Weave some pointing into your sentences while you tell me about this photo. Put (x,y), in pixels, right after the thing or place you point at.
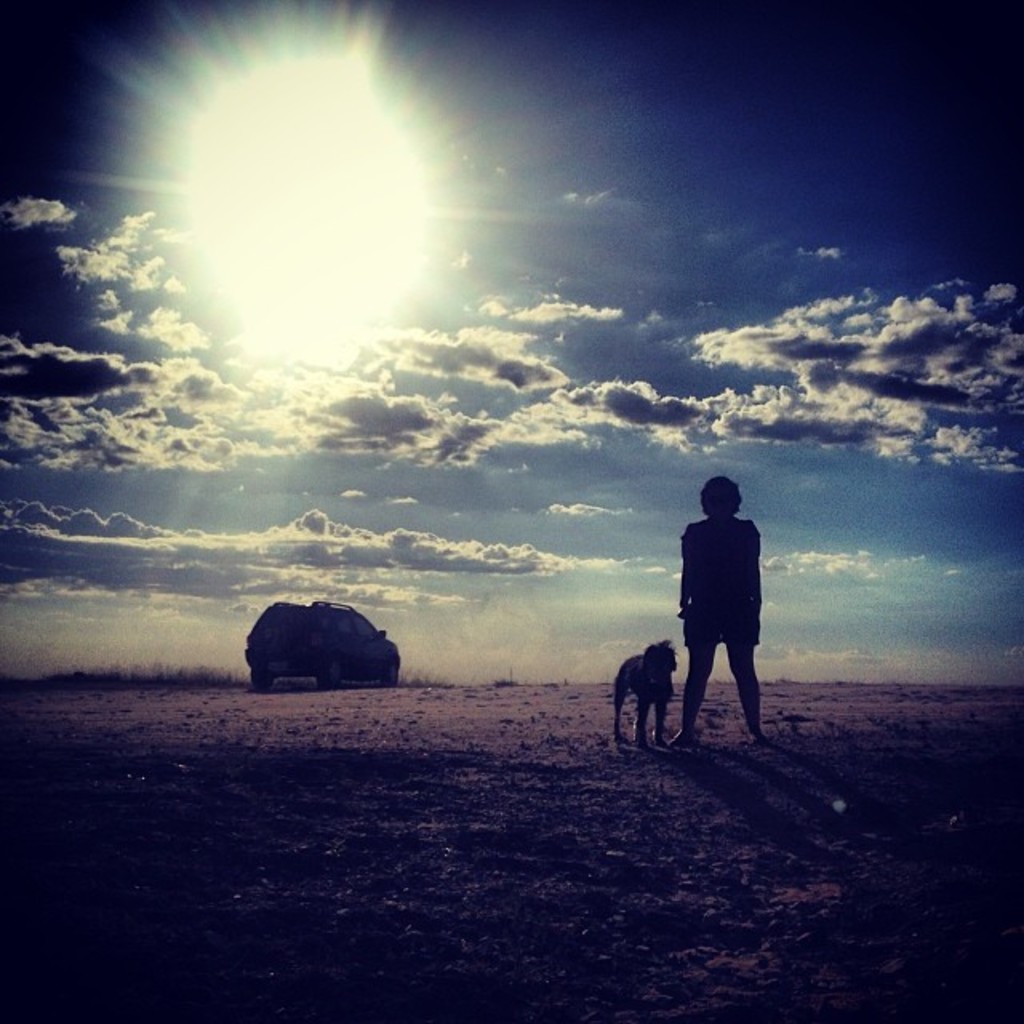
In this picture I can see a person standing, there is a animal (659,740), vehicle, grass (71,674), and in the background (450,532) there is sky (876,579).
